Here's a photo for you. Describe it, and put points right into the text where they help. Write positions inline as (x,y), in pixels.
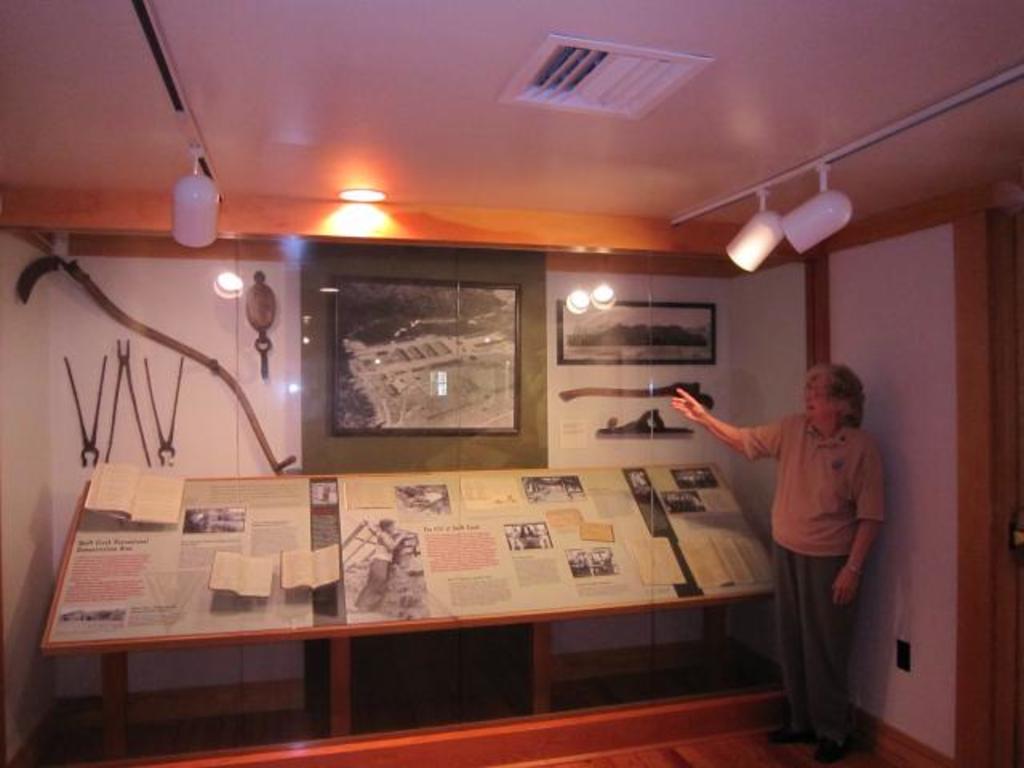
The image is inside the room (698,289). In the image on right side (838,608) there is a woman (875,446) standing in front of a table (313,600), on table (628,556) we can see some books (319,570) and newspapers (718,568) in middle (469,354) we can also see a frame (463,340) on left side (251,406) there are some instruments (196,360). On top (494,163) there is a roof (568,155) with few lights (703,210).
